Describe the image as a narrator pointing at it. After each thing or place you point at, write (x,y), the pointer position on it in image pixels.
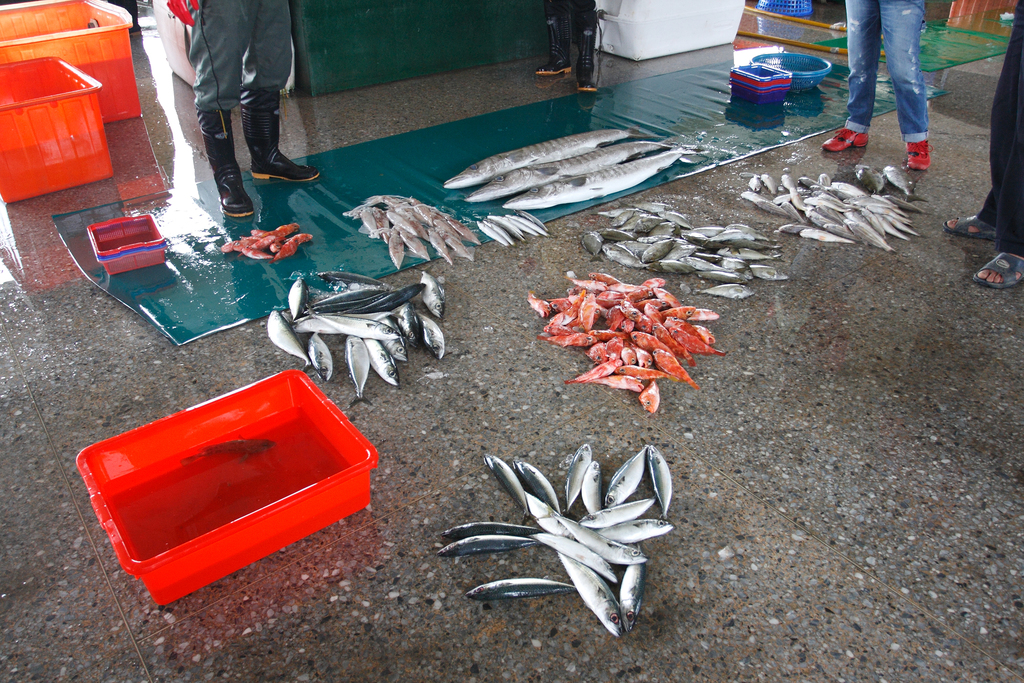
In this picture I can see different types of fishes (648,371) on the floor (709,375) and on the mat (277,200), there are plastic containers (32,29), plastic bowls (806,65), there are group of people (1007,154) standing, and in the background (679,42) there are some items (712,28).
